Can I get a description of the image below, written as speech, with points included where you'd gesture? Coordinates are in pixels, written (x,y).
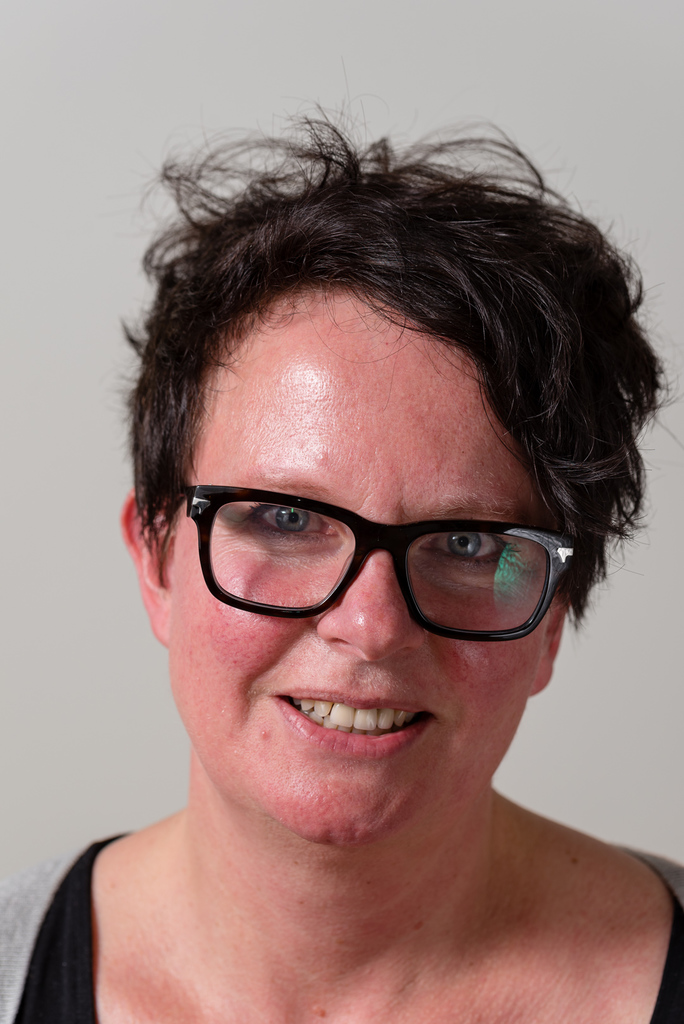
In this picture we can see a woman (404,653) smiling, she wore spectacles (311,575), there is a plain background (568,80).
